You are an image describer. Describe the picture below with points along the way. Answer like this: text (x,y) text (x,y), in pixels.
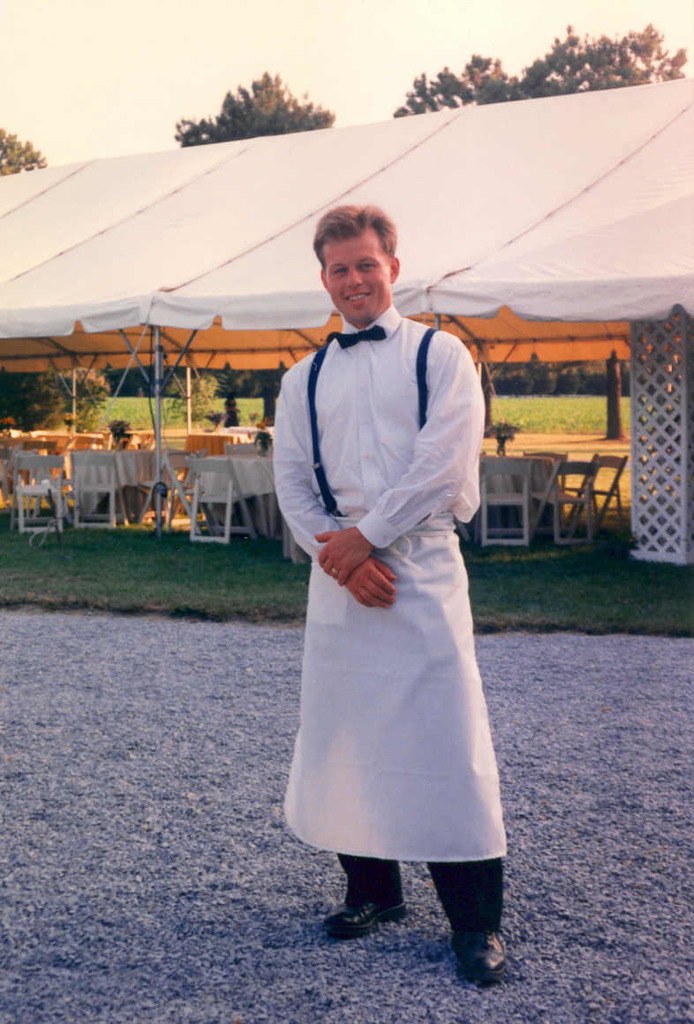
In this picture we can see a person (295,763) standing on the ground (233,805), behind we can see a tent (540,199) in which we can see some chairs (216,475), tables (239,477) are arranged on the grass (179,560), around we can see some trees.
